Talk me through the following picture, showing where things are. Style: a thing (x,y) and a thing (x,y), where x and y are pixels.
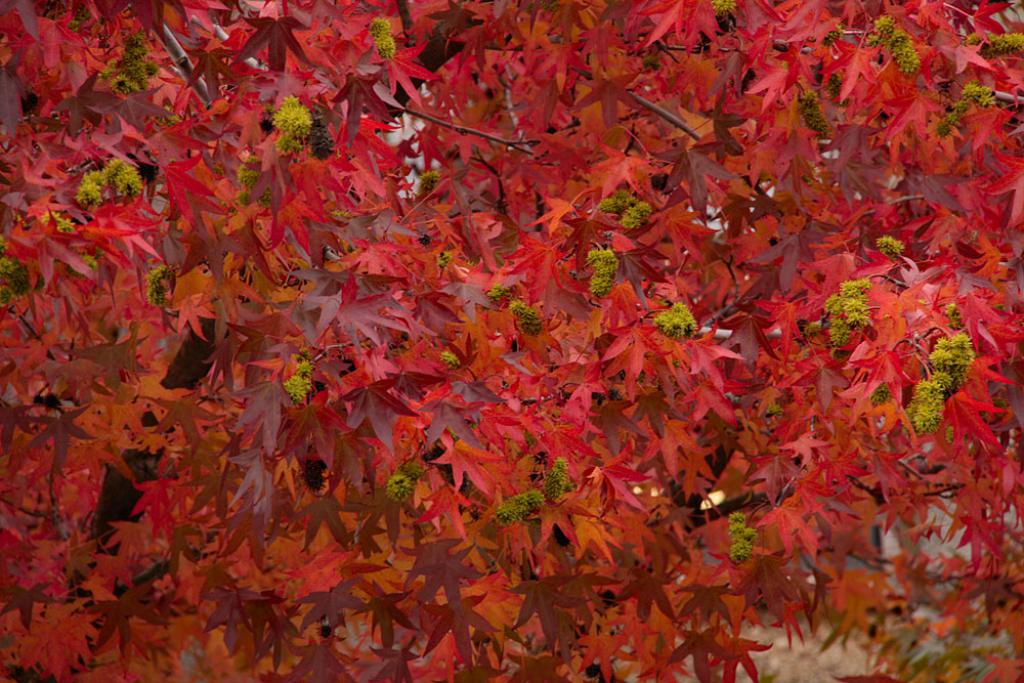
In this image, I can see a tree (140,519) with branches (194,382) and maple leaves (504,344), which are red in color.
